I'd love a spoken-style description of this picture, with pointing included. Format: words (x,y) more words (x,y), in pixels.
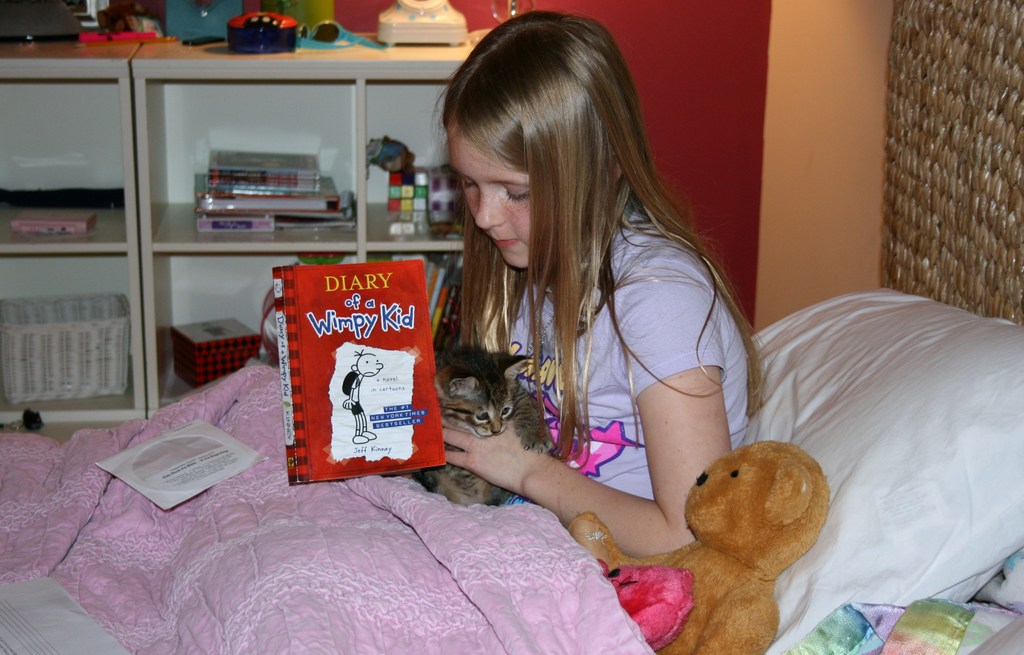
The picture is taken inside a room (631,182). In the middle (609,379) there is a girl (564,207) sitting on the bed (512,511). She is holding one cat (477,434), beside her there is a soft toy (709,585). She is holding a book (319,367). Behind her there is pillow (953,390). In the background (146,262) there is rack (136,203). On the rack (136,203) there are books (250,182), toys (445,197).
